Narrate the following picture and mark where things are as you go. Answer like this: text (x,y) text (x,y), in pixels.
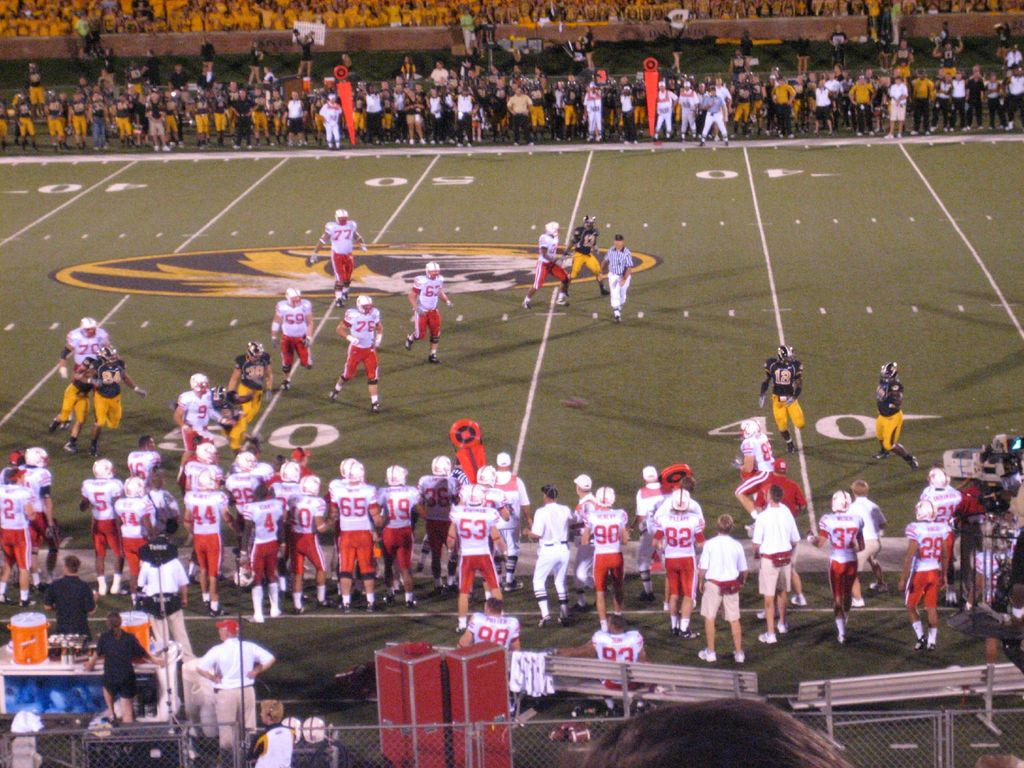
At the bottom of the picture (418,725), we see the fence (365,744) and two boxes (473,720) in red color. Beside that, two men (591,652) are sitting on the bench (590,671). In the left bottom of the picture (67,666), we see a table (62,674) on which orange containers (38,644) are placed. Beside that, people (282,522) are standing. In front of them, we see people (513,482) are standing and in the middle of the picture (342,326), the men (350,344) are playing football. In the background (400,98), we see two orange boards (347,88) and people (628,84) are standing. This picture is clicked in the football stadium (610,363).
